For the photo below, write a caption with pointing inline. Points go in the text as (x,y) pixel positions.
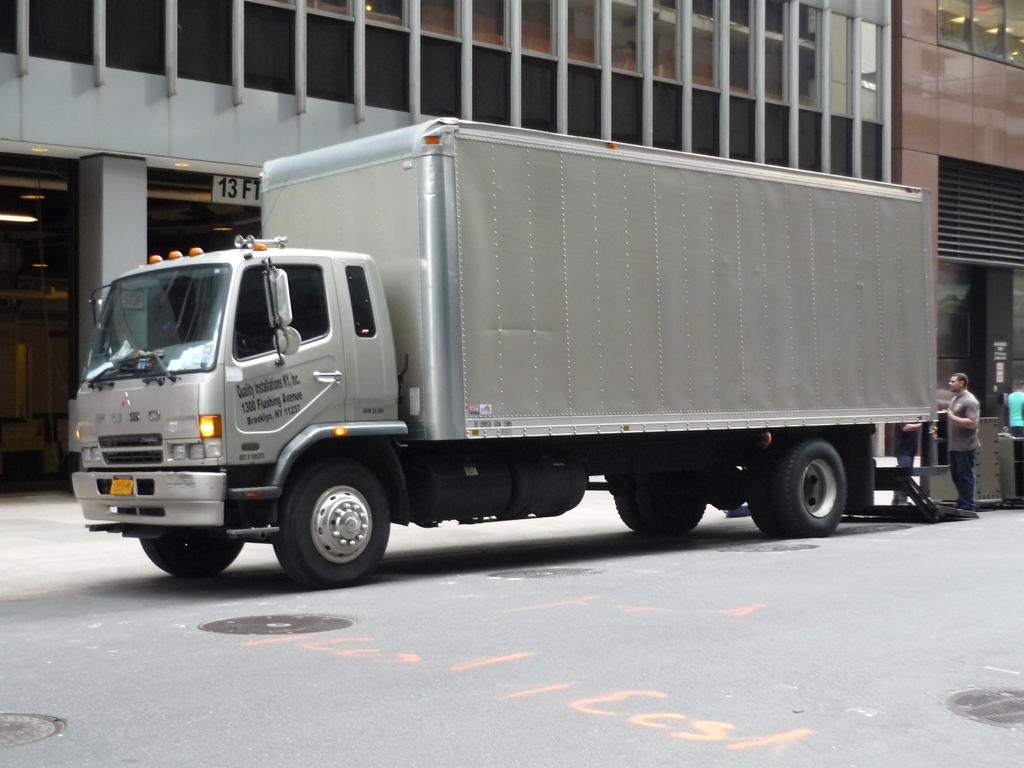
In this image, in the middle (440,396) there is a vehicle (918,468). On the right (962,469) there are people (959,438). At the bottom (461,680) there is a road (507,679). In the background (993,223) there are buildings (654,85), windows (984,42), glasses (981,19), lights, board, pillars (85,245).
